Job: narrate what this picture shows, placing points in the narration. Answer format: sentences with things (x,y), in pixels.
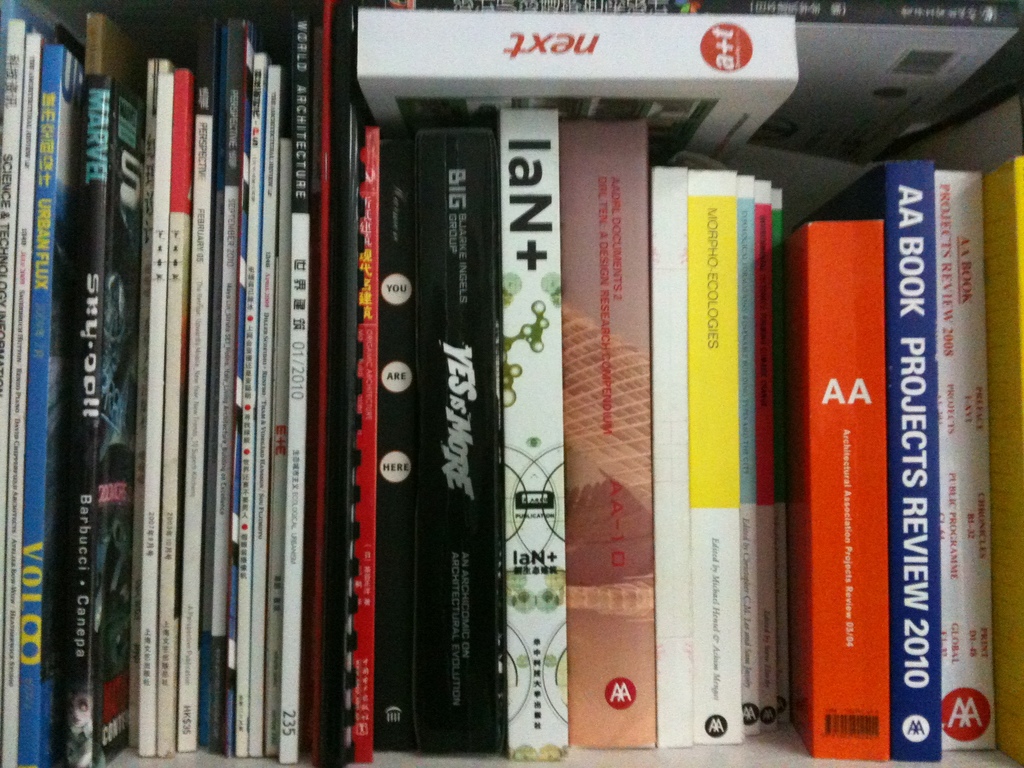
In this picture there are books (304,164) in the rack (1002,65).
